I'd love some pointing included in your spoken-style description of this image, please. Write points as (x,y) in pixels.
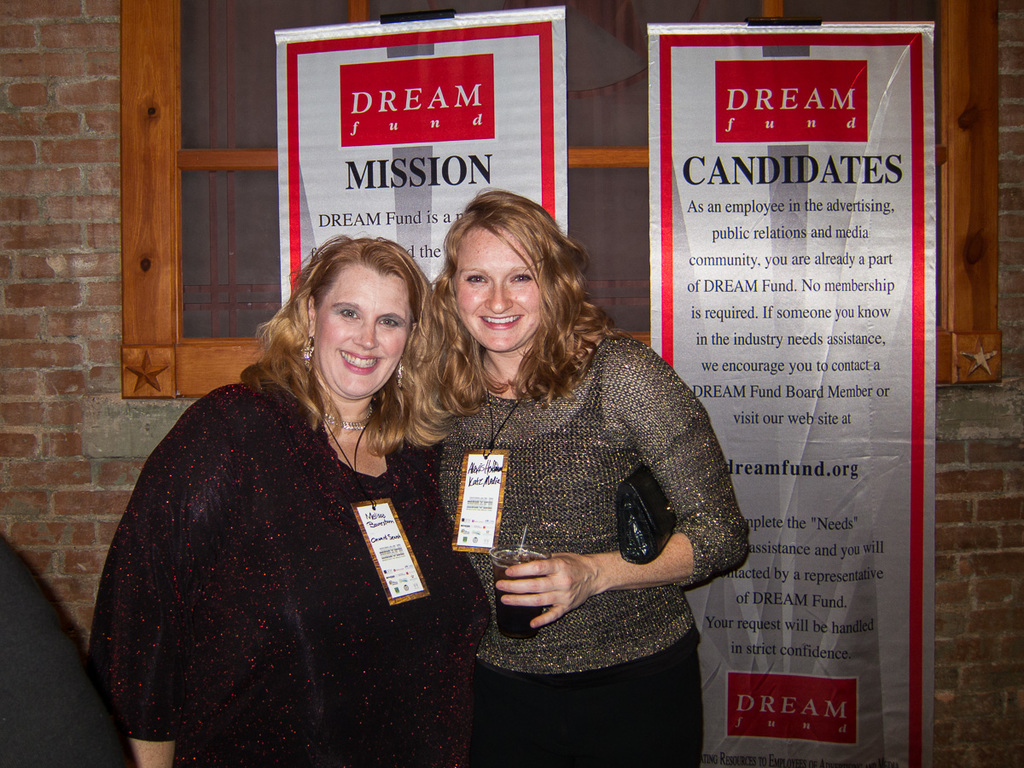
In the middle of this image (479,404), there are two women (544,315), wearing badges (485,466), smiling and standing. One of them is holding a glass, which is filled with drink (540,606). In the background (893,169), there are two banners (287,120) arranged, and there is a brick wall (92,404) of a building (92,404), which is having a window (941,31).
